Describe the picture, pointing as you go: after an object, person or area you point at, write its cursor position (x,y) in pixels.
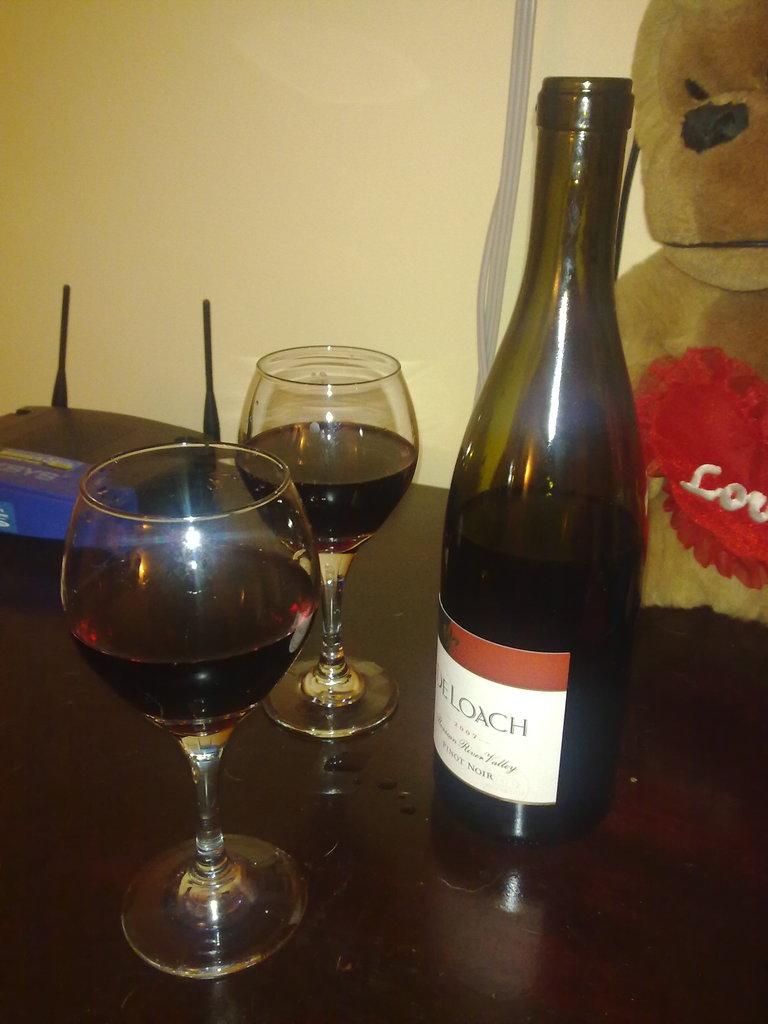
In this picture we can see glasses (175,584) with drink (321,451) in it, bottle (463,514), device (45,416), teddy bear (720,58) and these all are placed on a table (659,739) and in the background (179,103) we can see wall (182,114).
